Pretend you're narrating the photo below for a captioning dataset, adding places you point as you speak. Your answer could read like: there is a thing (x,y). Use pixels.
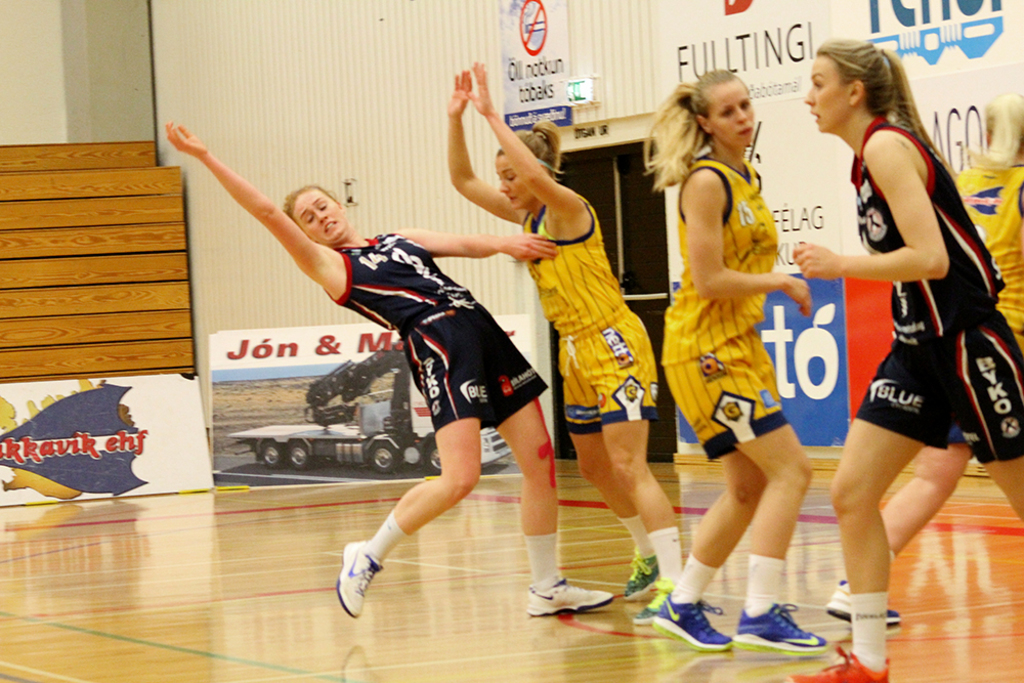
In this image there are a few women (575,255) standing in different positions on the surface (657,466) of a wooden court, behind them there is a metal wall (618,59) with a door (627,265) and a few banners (393,384) on it.
